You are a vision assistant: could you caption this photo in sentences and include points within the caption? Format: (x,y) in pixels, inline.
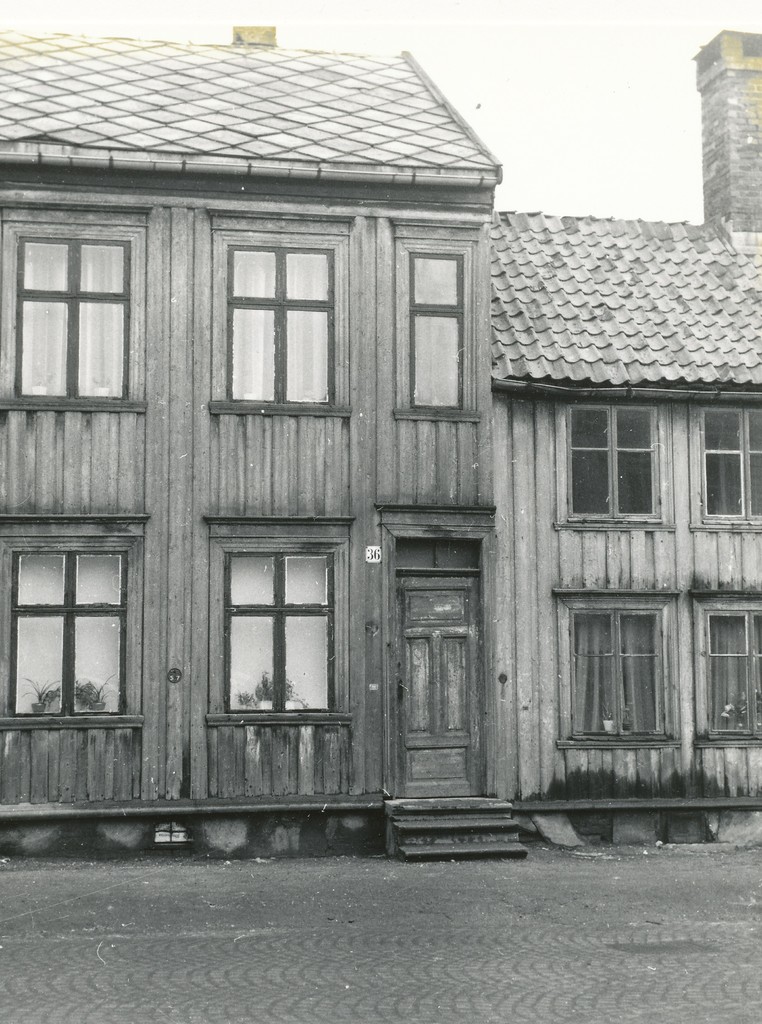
In this image there is a black and white photograph of a building (503,491) with wooden doors (478,591) and windows (316,295).
